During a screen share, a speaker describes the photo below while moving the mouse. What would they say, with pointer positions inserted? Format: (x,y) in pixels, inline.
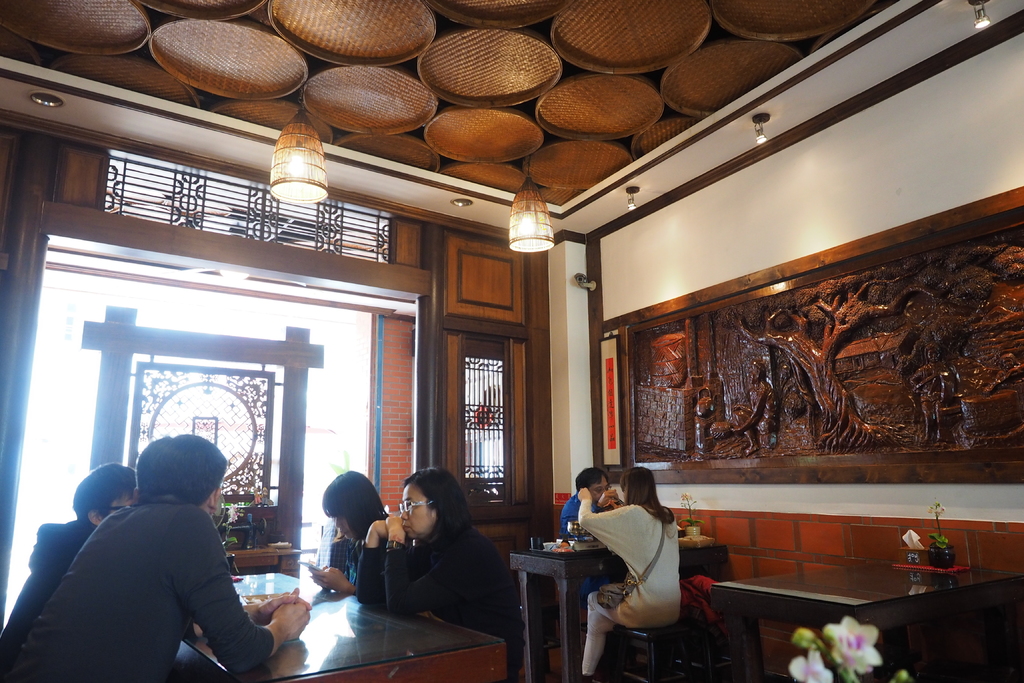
People (194,580) are sitting around the table (367,635), this is flower (842,648), this are lights (540,238).
